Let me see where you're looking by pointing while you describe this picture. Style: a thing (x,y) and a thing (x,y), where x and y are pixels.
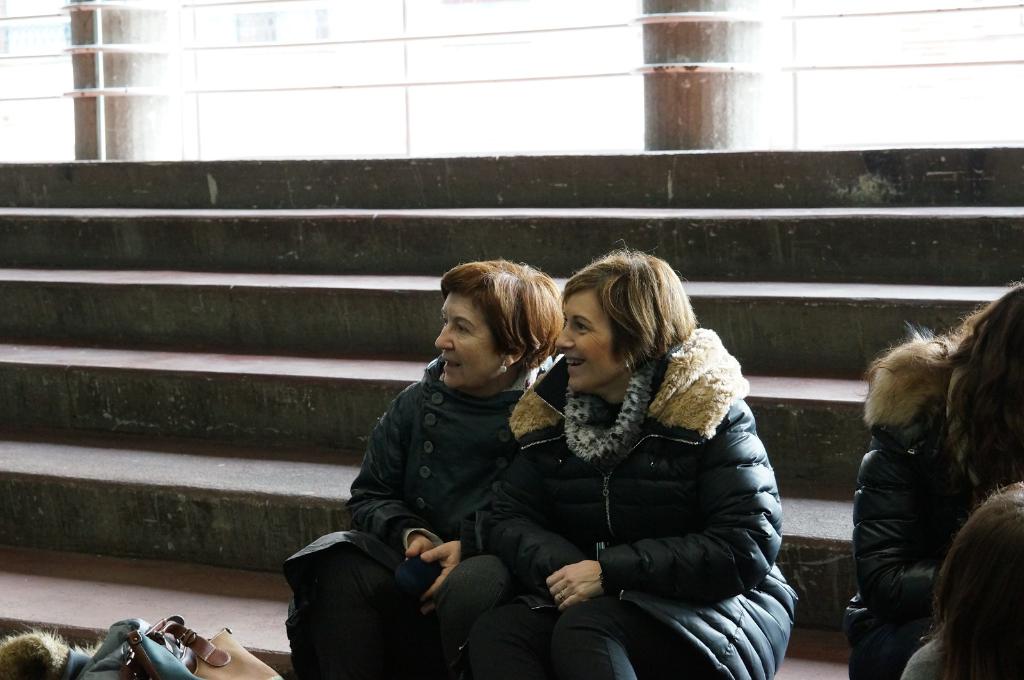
In this picture we can see two persons (448,573) sitting. Behind the two persons (426,481) there are steps (257,473). In the bottom left corner of the image (125,657), there are some objects (174,651). On the right side of the image (858,613), there are two other persons (934,554). At the top of the image (672,47), there are poles (671,73) and an iron grille (103,90).
